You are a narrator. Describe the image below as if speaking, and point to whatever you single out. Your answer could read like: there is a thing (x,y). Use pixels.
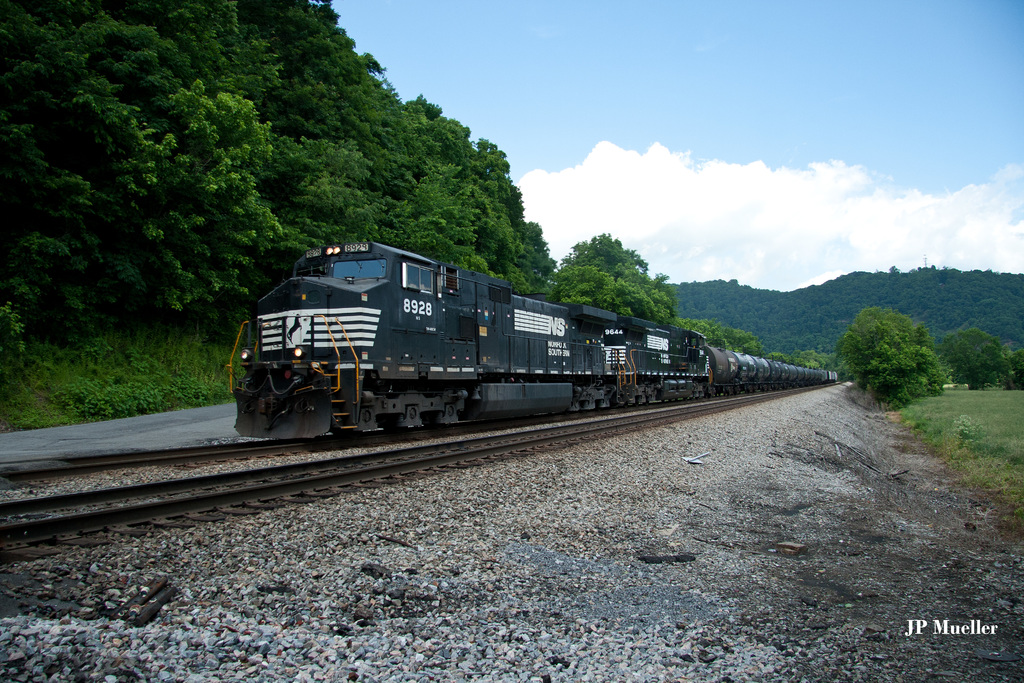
In this image in the center (413,365) there is a train (413,365), at the bottom (336,463) there is a railway track (381,453) and walkway (377,618) and in the background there are some trees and plants (983,433). At the top of the image (807,65) there is sky (742,132).
